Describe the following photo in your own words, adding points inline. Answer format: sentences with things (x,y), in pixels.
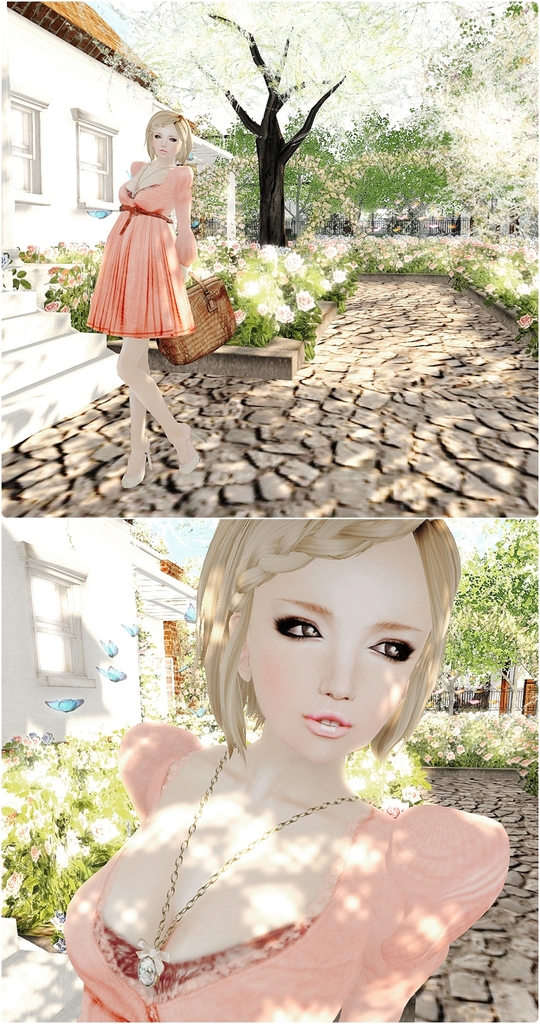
This is an animated collage image, there is a person (126,480) standing and holding a bag (197,293), there are trees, there are plants (327,274), there are staircase (48,369), there are windows (95,155), there is a house (105,136) truncated towards the left of the image (132,112), there are butterflies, there is a person (249,855) truncated.
